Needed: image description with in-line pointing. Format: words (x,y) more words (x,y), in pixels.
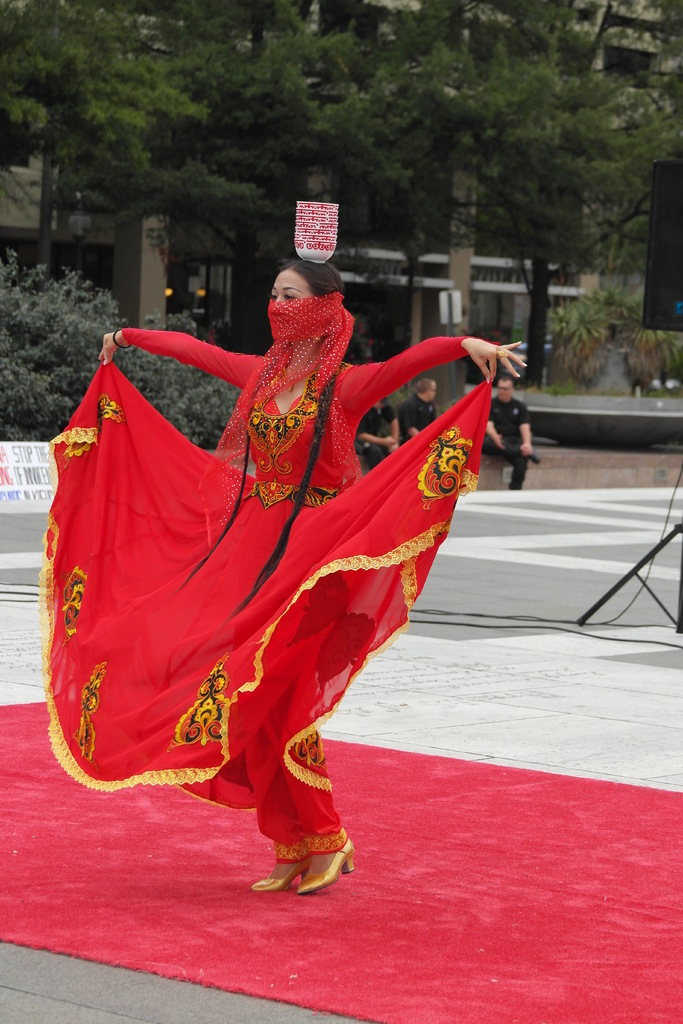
In this image, we can see a woman (180,500) in a red dress (254,545) is dancing on the red carpet (371,914). Here we can see few bowls (312,251) on her head (309,274). Background (661,360) we can see so many trees (543,310), plants (668,353), board (7,490), building (216,292). Here we can see few people (512,441) are sitting. In the middle of the image (454,624), we can see few wires (610,622). Right side of the image (639,568), there is a stand (610,591) and speaker (666,253).
